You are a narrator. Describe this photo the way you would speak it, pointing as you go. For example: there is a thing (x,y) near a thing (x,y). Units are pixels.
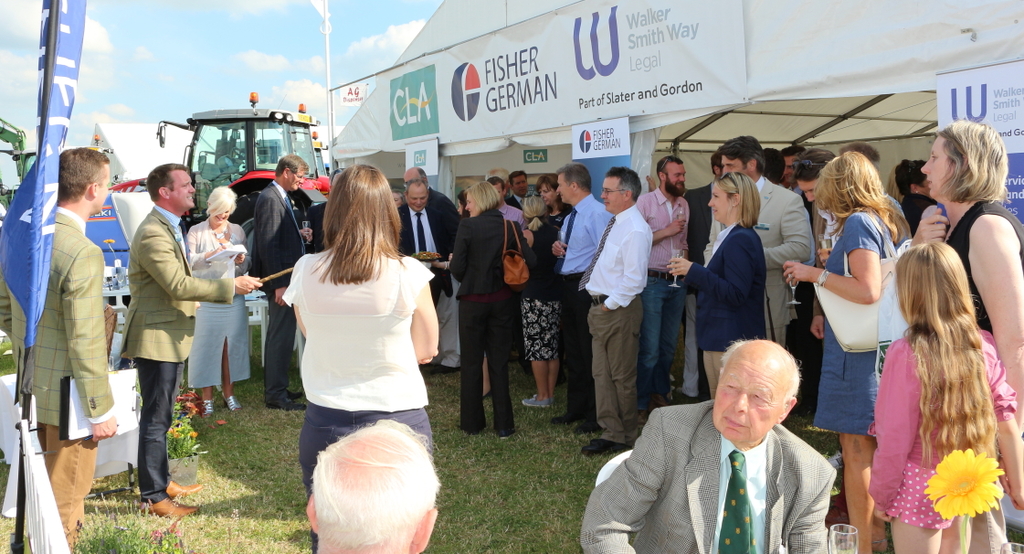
In the image we can see there are people (628,501) sitting on the chair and there are people (575,338) standing on the ground (237,436). The ground (569,457) is covered with grass (485,467) and there is a vehicle (238,129) standing on the ground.
